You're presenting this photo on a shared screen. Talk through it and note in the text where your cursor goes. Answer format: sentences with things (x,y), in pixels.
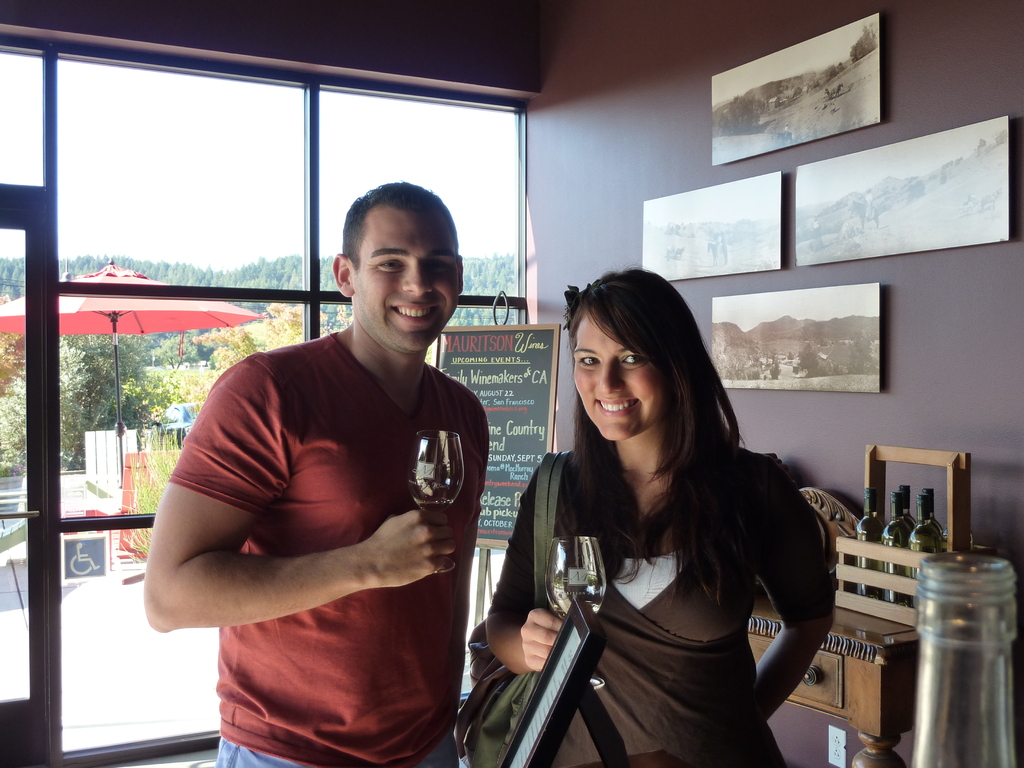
In this image i can see a man (344,550) wearing a red t shirt (336,472) and blue jeans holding a glass (440,495) and a woman (629,558) standing and holding a glass (561,581) in her hand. In the background (598,166) i can see the wall (602,151), few photo frames (741,212), few bottles (908,525), a board (514,388) and a window (230,193) through which i can see an umbrella (120,298), few trees (278,319) and the sky (145,171).
